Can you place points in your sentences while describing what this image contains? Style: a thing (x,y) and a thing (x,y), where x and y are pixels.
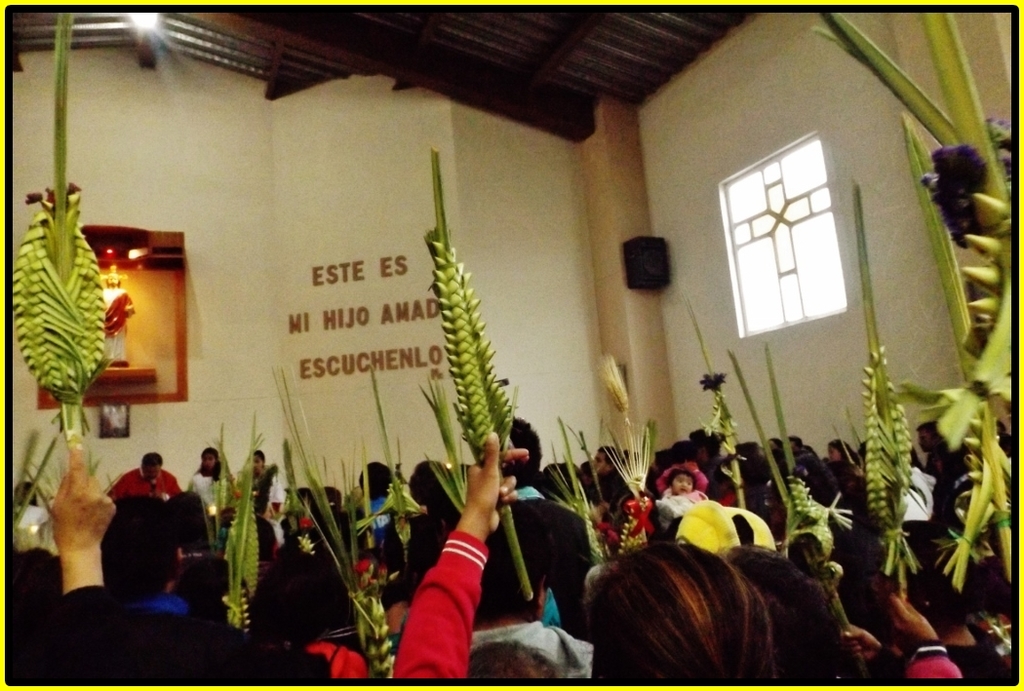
In this picture we can see many people (507,575) in a church (244,286) holding something in their hands (96,582).
